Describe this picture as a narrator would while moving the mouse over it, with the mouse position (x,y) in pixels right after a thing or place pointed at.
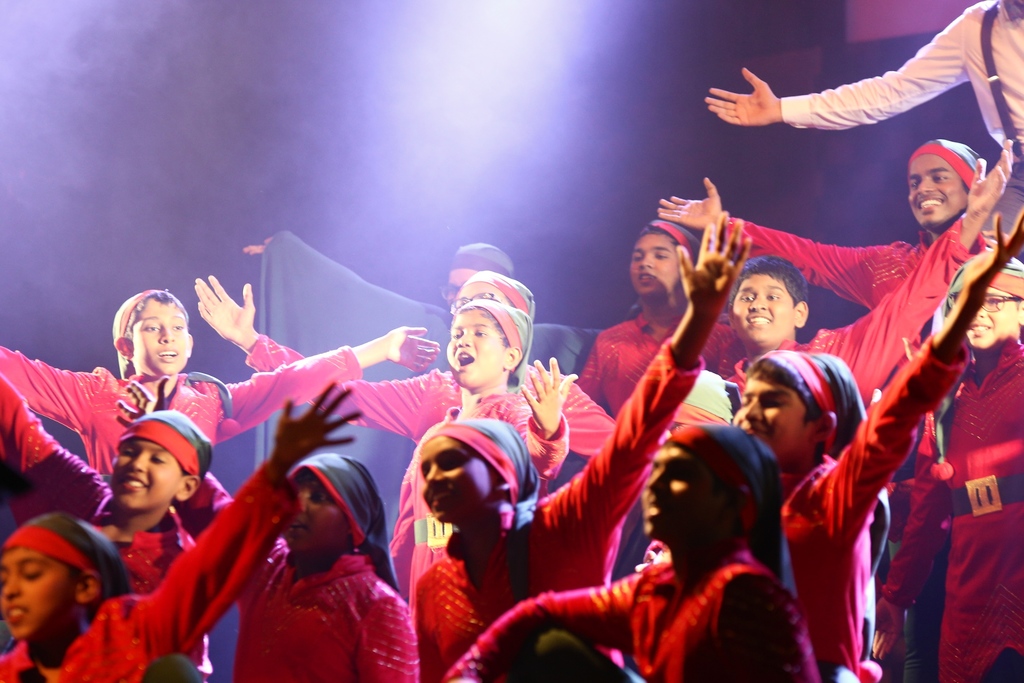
In this picture I can see a number of people (486,407) wearing the costumes (430,379).
